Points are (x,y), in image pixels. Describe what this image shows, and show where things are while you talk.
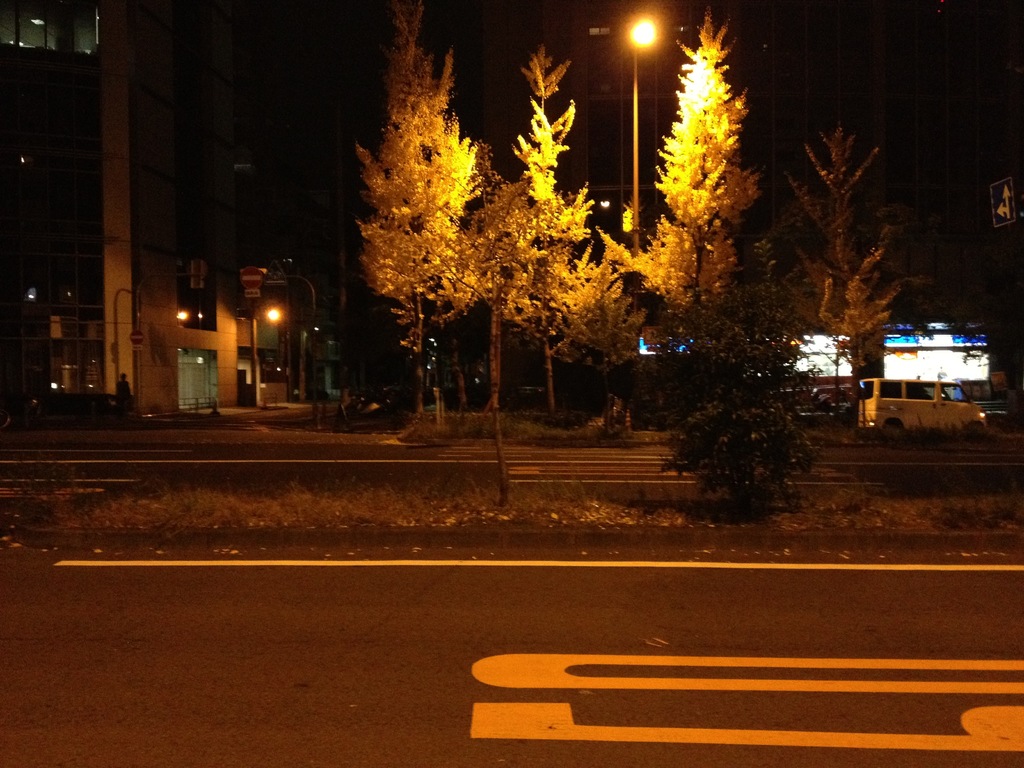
At the bottom of the image (450,619) there is a road (953,474) with a car (906,421). And also there are trees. In the background (276,315) there are poles (315,313) with street lights (276,315) and also there are buildings (583,68).
